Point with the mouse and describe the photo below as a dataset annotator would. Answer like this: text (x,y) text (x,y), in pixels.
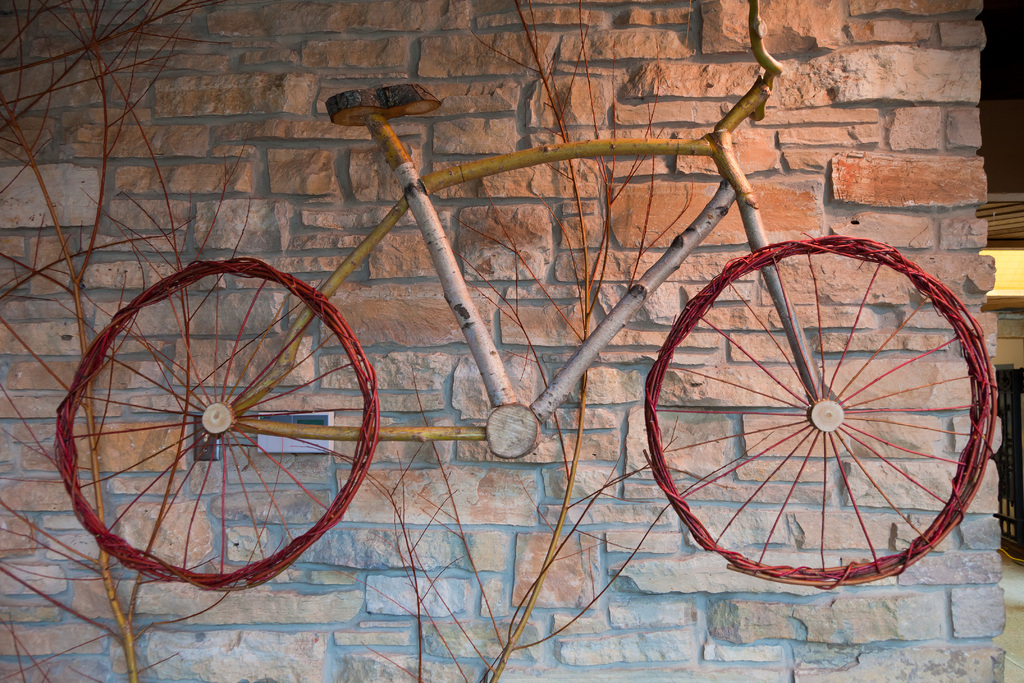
In this image I can see depiction of a bicycle (490,435). I can also see stems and I can see the wall (706,263) in the background (726,673).
